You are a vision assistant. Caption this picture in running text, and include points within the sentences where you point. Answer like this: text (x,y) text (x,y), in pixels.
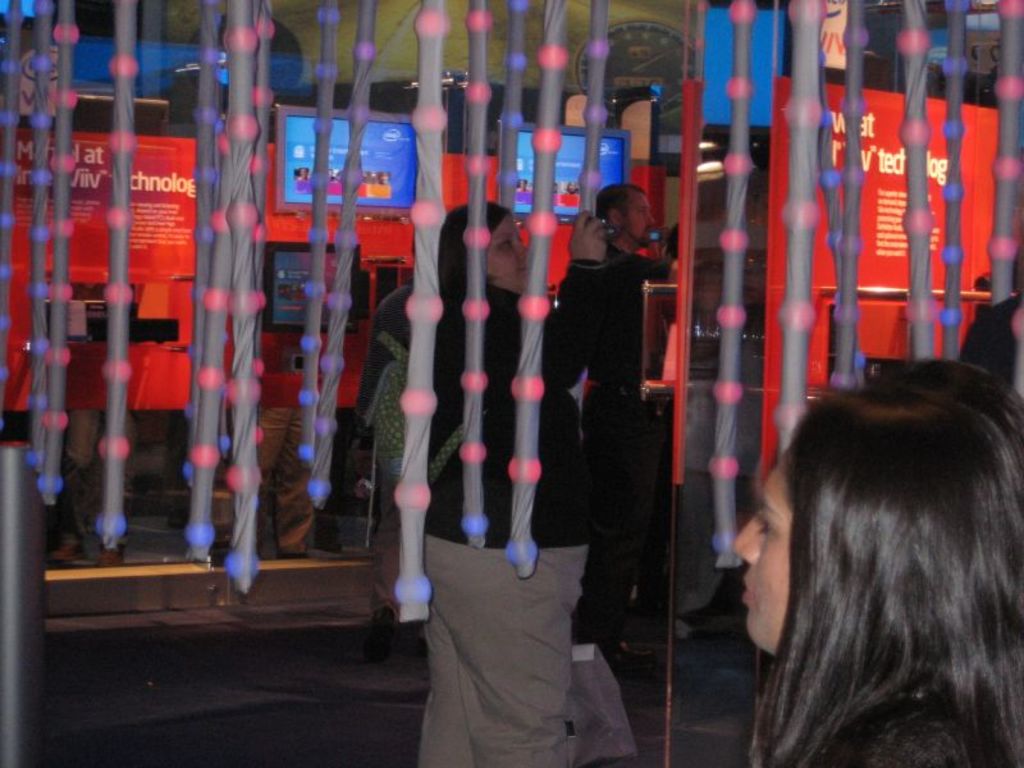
In this image we can see some persons (802,423) standing on the floor (408,680). In the background (371,156) we can see some machines (305,162) and their displays (371,156).
